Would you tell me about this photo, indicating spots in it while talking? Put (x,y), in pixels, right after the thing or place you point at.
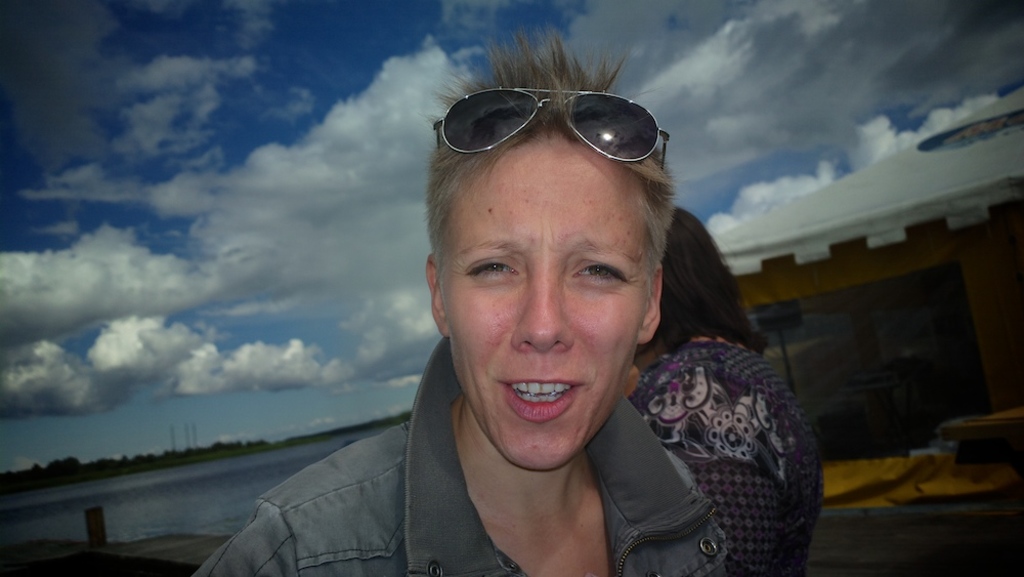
In this image we can see a person (494,510) wearing jacket (718,537) and cooling glasses (584,117) standing and at the background of the image (706,406) there is another person (790,499) standing there is water (224,498), some trees (26,475) and sunny sky (386,165).
